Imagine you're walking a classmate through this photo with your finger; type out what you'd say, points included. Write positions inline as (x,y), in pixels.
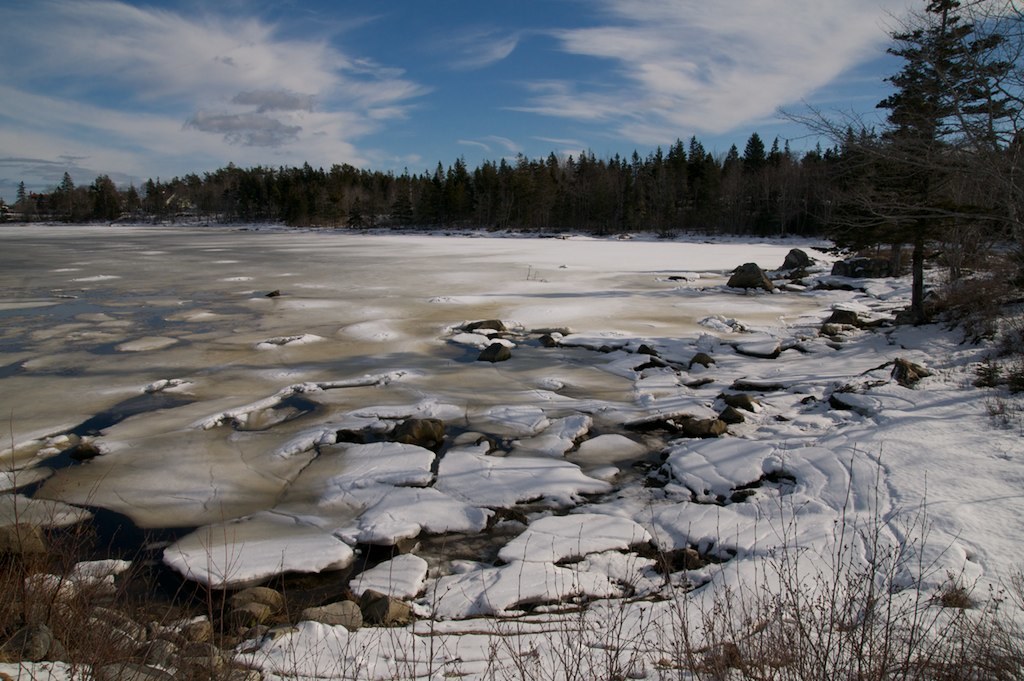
In this picture we can see snow (581,335) and trees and in the background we can see sky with clouds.
